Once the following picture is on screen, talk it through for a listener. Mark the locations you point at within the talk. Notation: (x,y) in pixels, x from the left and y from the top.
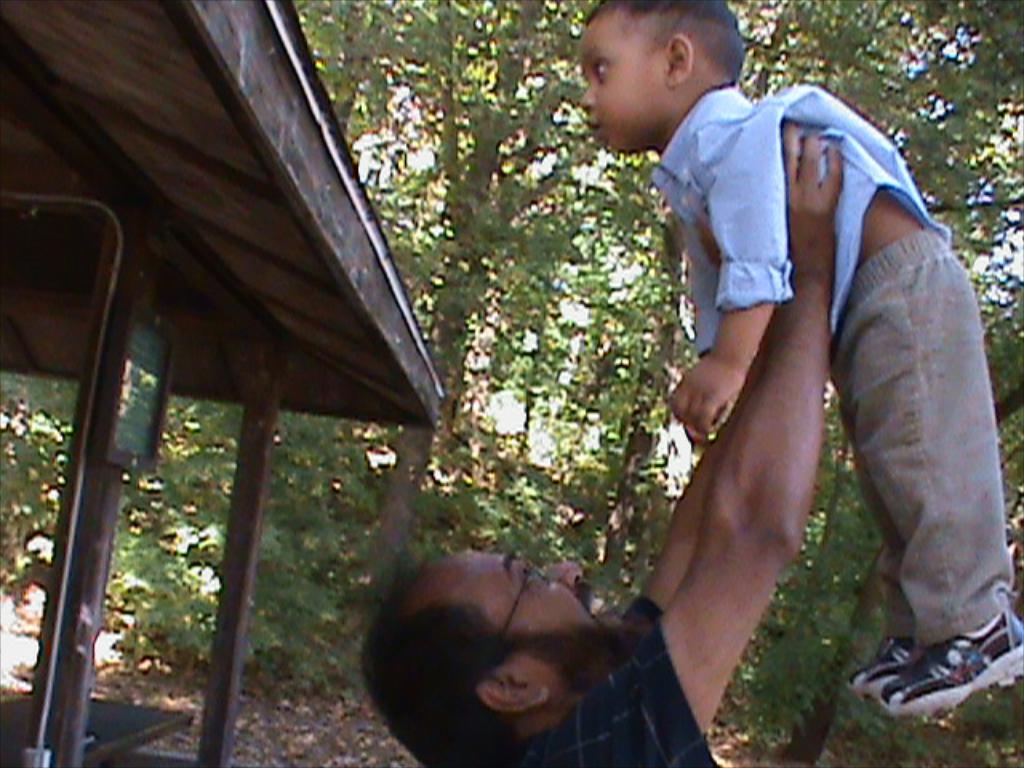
In this image I can see two people (658,579) with different color dresses (646,613). To the left (98,404) I can see the board (146,330) attached to the shed (89,356). In the background (420,280) I can see many trees (420,280) and the sky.
